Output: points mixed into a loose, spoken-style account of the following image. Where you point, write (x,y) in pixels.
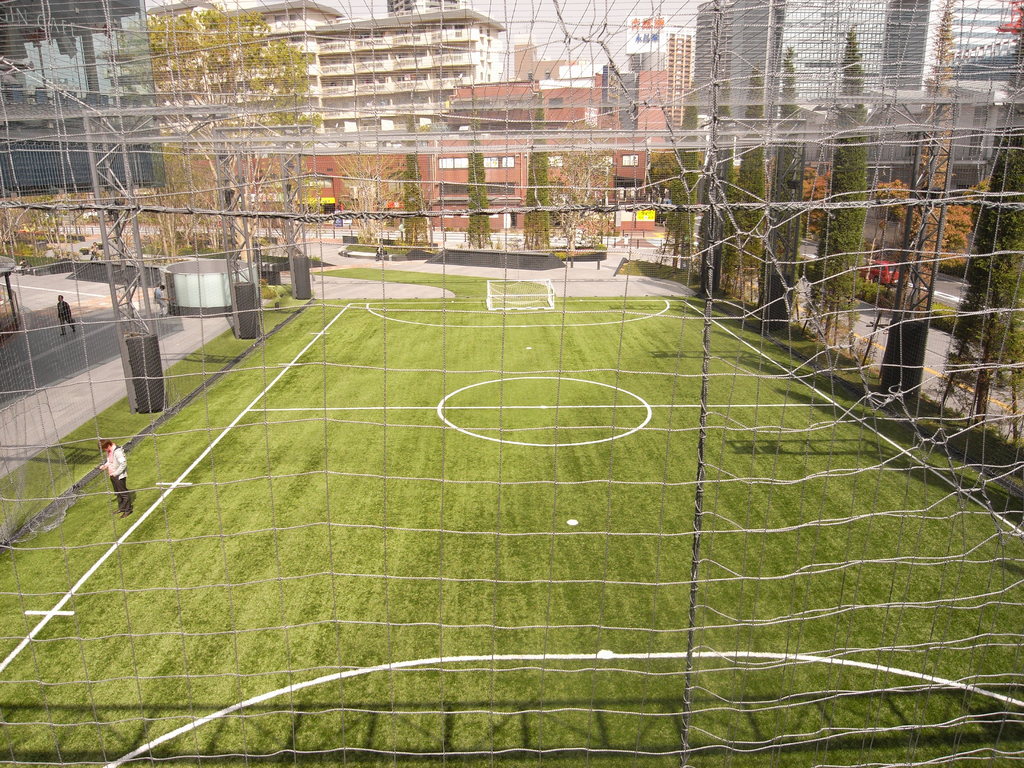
In this picture we can see a person (108,462) standing on the ground (251,485). There is some fencing (1016,253) from left to right. We can see another person (66,314) walking on the path (99,342). There are a few trees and buildings (28,34) in the background (741,192).
